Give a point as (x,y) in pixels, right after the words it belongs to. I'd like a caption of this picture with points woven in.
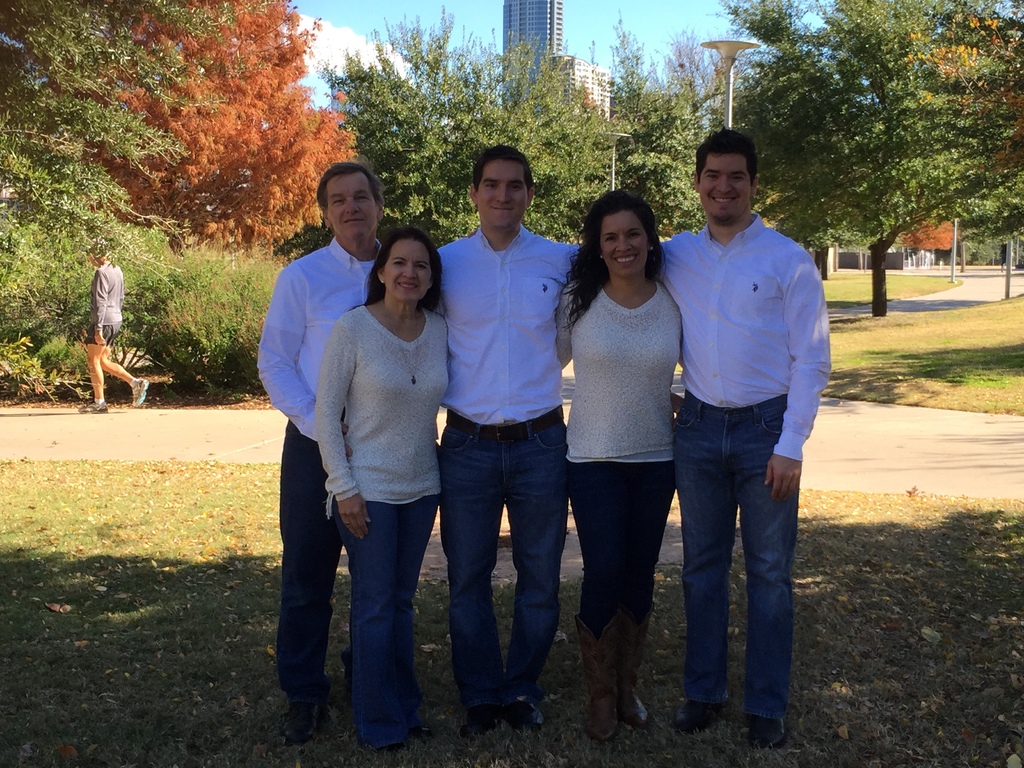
In this image we can see five persons (682,282) standing on the grass (254,530) and here we can see the smile on their faces (410,299). Here we can see three men (456,306) wearing a white color shirt (472,332) and pant (550,541). Here we can see another person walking on the road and he is on the left side (139,402). In the background (460,181), we can see the tower buildings (604,109), poles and trees (388,149).
